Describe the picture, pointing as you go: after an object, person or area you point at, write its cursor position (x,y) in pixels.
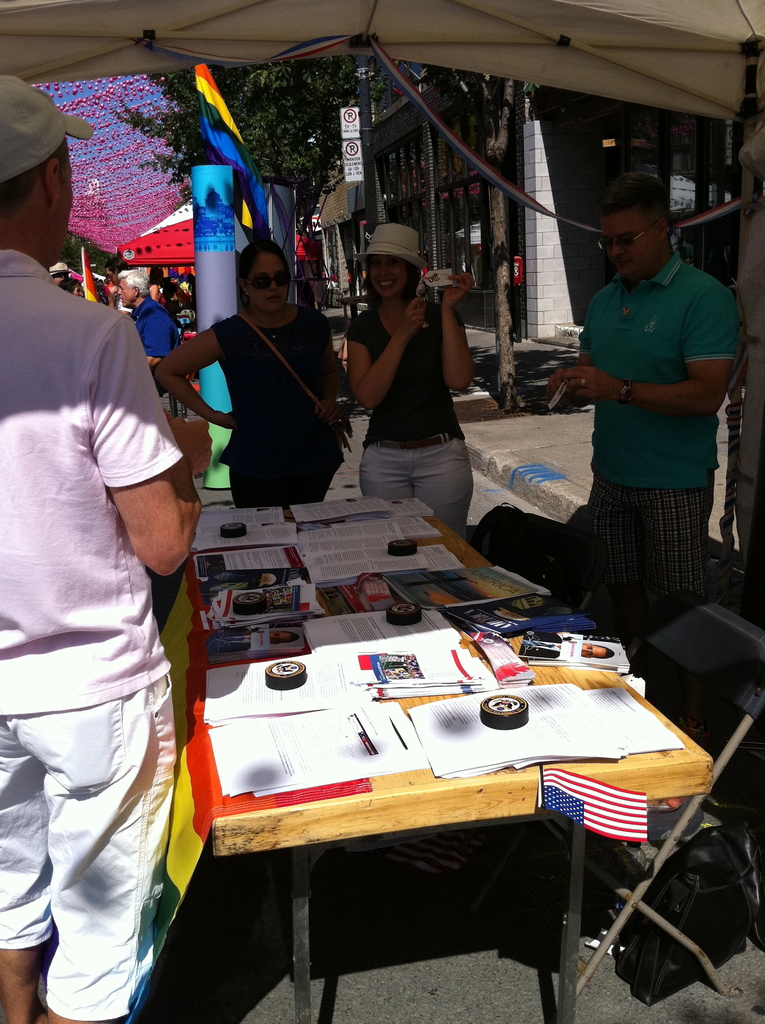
In this image, few peoples (28,625) are standing near the table (484,782). So many items (394,678) are placed on the table (395,699). right side (729,656), we can see chairs (687,635). In the middle (424,407), woman (392,317) is wearing hat (396,252) on his head (396,281), she is smiling. On left side (31,259), a person (26,178) is wearing a cap (24,134). There is a flag (216,117) and trees (259,106), buildings (417,179), board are placed in the middle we can see. We can see some stalls (149,254) here, few peoples (135,291) are there.
